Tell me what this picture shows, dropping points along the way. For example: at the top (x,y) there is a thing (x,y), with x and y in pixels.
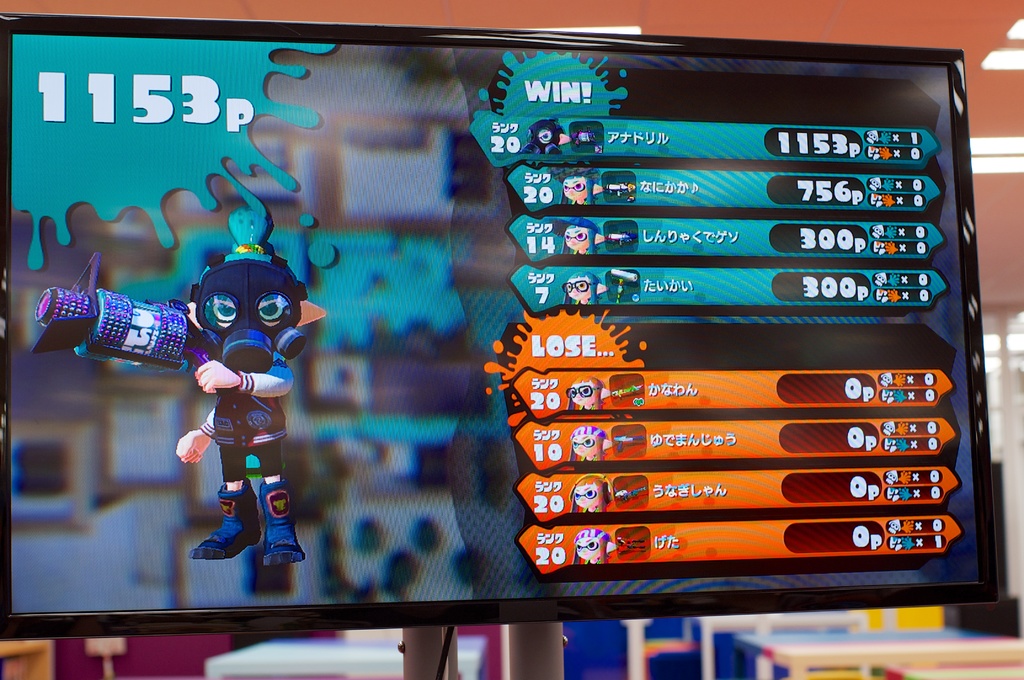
In this picture I can see a screen (288,136) in front (864,304) and on the screen (335,277), I can see a cartoon character (207,266) holding a thing (122,321) and I see numbers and words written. I can also see few more characters faces (573,299). On the bottom of this picture (520,630) I can see 2 rods (427,663).
